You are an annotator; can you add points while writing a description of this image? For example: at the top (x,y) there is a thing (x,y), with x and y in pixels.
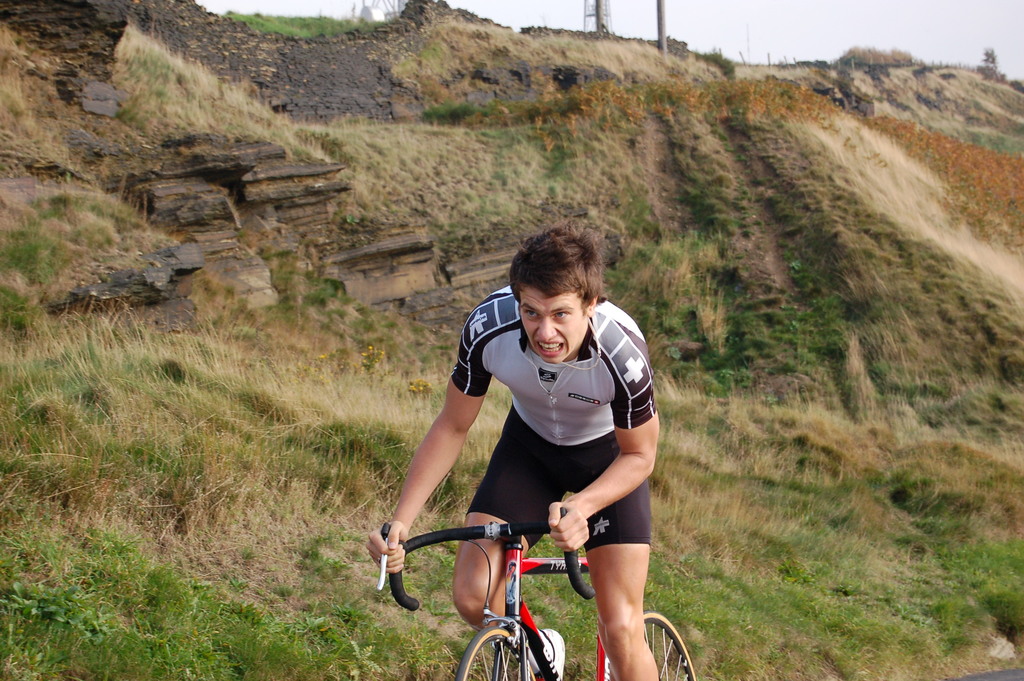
The picture is taken in a hilly area (460,238). In the middle (613,425) one man (591,528) is riding bicycle (566,562). he is wearing black shorts (602,440) and white t shirt (581,400). In the background (629,126) we can see hill (271,145). In the ground (514,172) there are grasses (71,395) and shrub (74,604). The sky (808,36) is clear.
